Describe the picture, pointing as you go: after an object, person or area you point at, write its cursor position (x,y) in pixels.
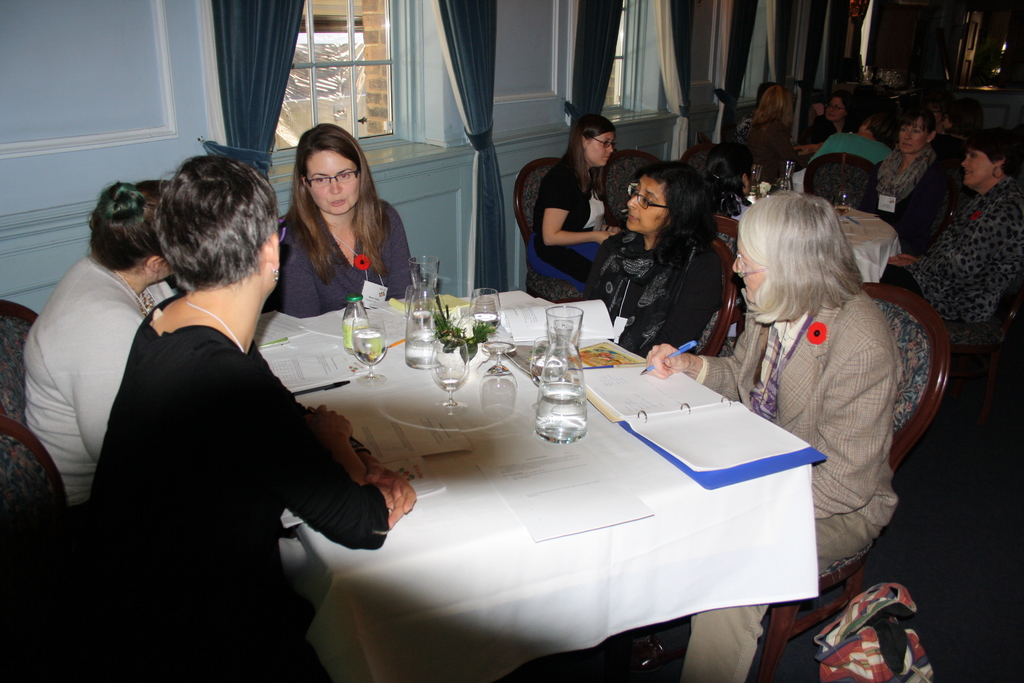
This is an inside view. In this I can see people (851,352) are sitting the chairs (901,328) in front of the tables (638,500) which are covered with white clothes (669,513). On the table (688,545) few glasses (455,350), papers (601,350) are placed. In the background (301,80) there are windows (347,75) and curtains (475,38). On the bottom of the image (863,640) there is a bag (907,642) on the floor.
